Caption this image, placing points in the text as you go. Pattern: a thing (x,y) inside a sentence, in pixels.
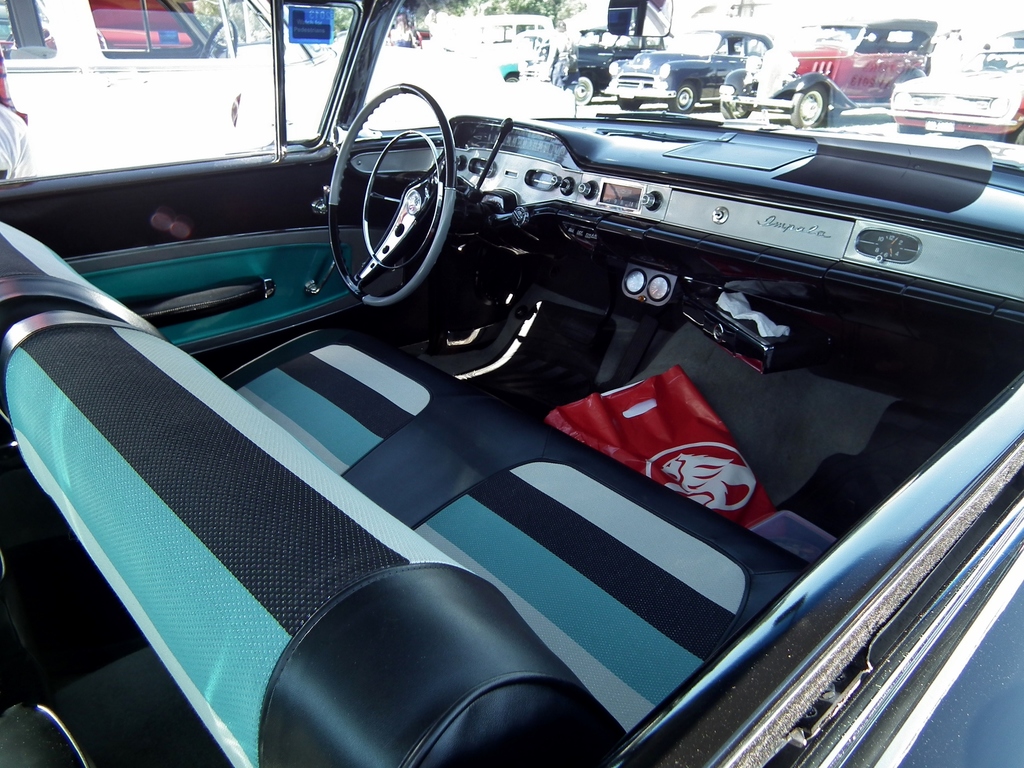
In this picture in the front (483,520) there is, the inside view of a car (452,327), there is a seat (460,539), there is a steering (436,198), there is tissue box (752,304), there is a windshield (791,75) and there are door windows (206,126), there is an object (651,436) which is red in colour. In the background (689,59) there are vehicles (679,57), trees (441,9) and buildings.
